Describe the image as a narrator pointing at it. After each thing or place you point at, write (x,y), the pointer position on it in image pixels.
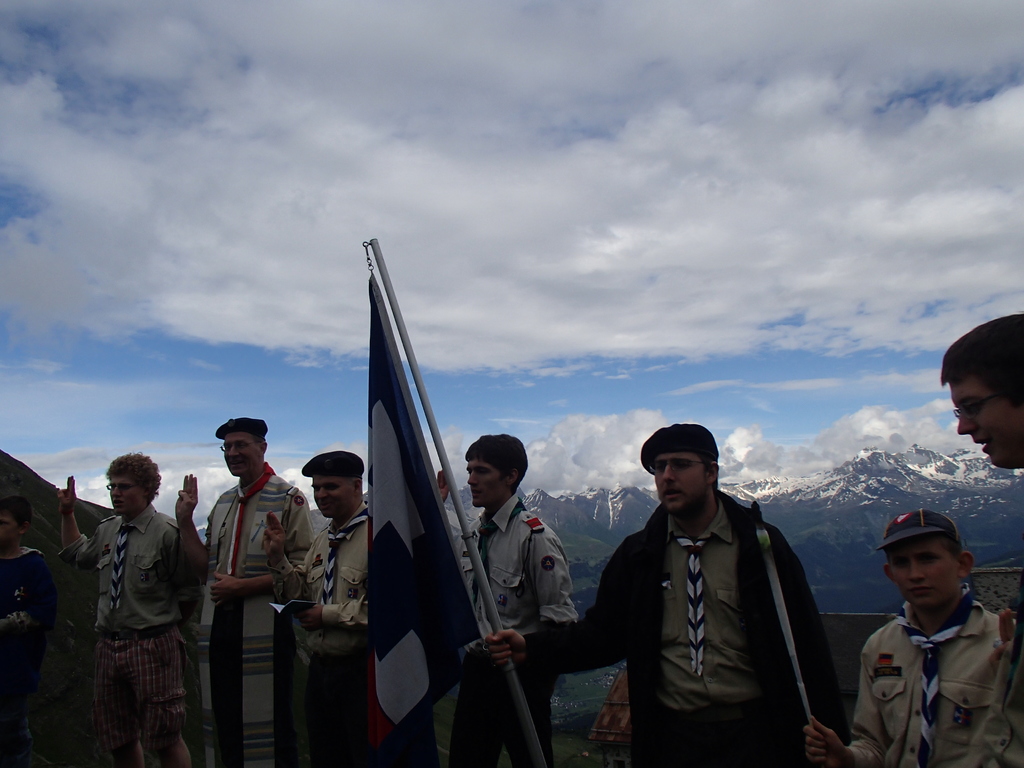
In this image I can see there are few men (322,596) standing in a line, they are holding a flag (398,593) and in the background (46,502), I can see there are few mountains (778,514), they are covered with trees (813,539), snow (739,498) and the sky (577,239) is cloudy.
